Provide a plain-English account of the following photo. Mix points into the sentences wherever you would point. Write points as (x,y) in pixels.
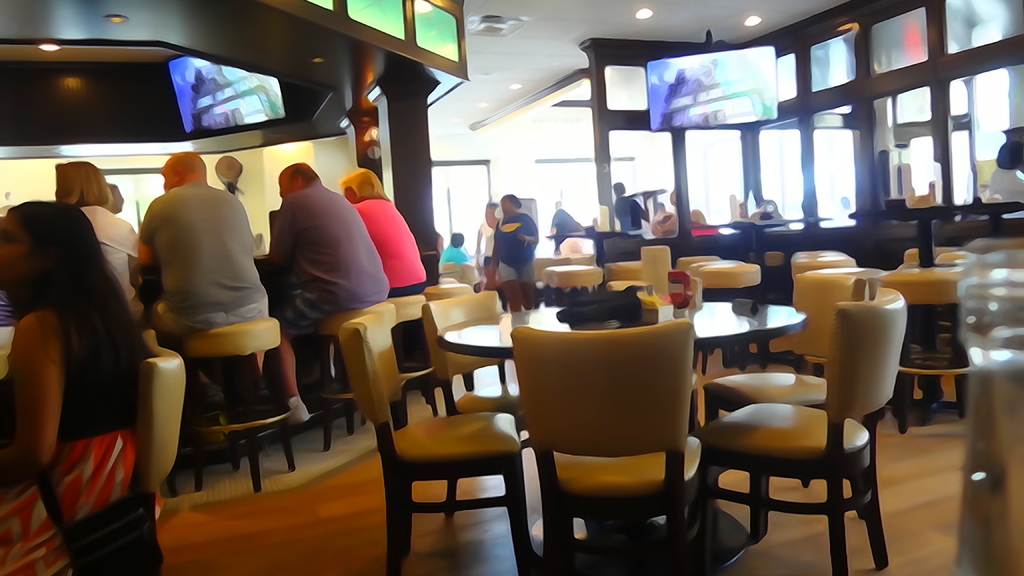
In the image we can see group of persons (192,268) were sitting on the chair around the table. In the center (483,279) we can see few persons (528,223) were standing. In front we can see table (499,328) and chairs (758,407). And back we can see monitors (715,88), wall (511,132), window (460,177) and few more objects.
